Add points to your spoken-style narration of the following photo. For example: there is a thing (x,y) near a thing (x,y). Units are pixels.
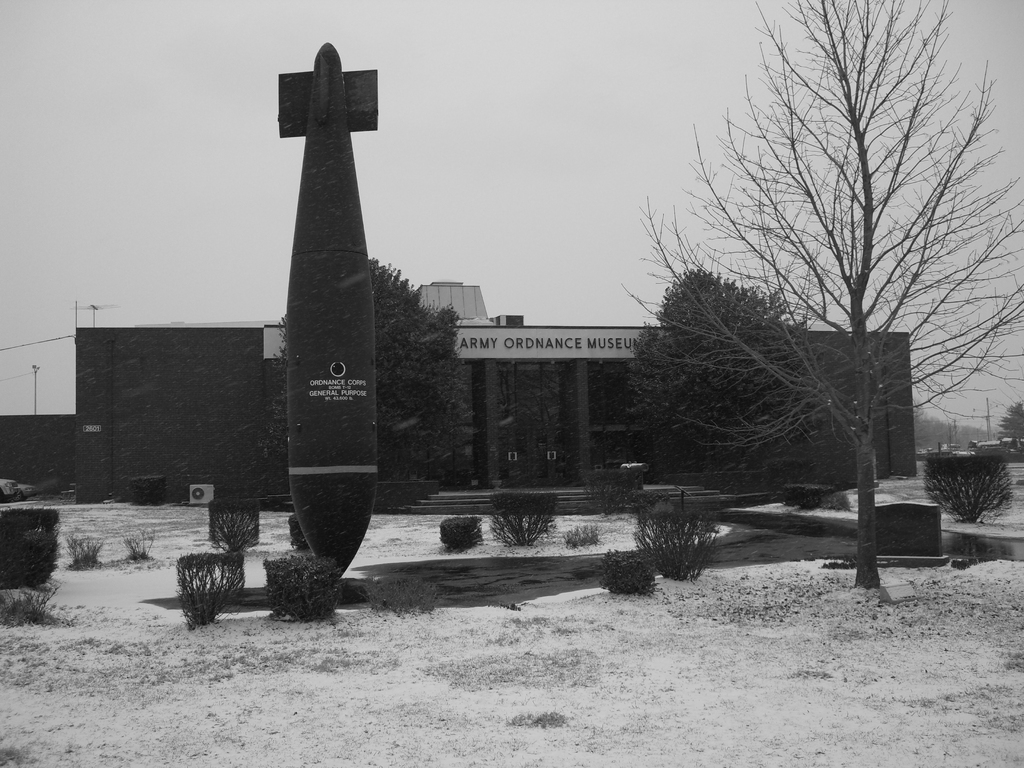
In the picture I can see an object (329,448) and there are few plants (326,572) beside it and there is a building (547,392) which has something written on it and there are few trees (862,373) in the right corner (868,363).
